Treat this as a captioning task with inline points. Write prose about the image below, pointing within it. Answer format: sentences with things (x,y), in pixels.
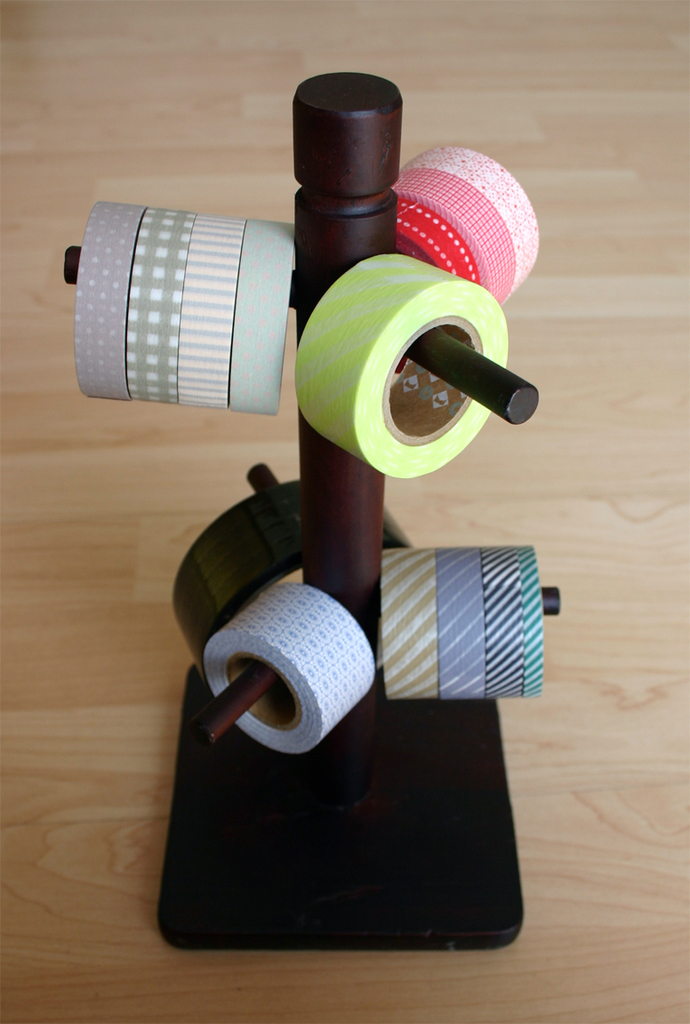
In this image we can see there is a wooden stand (349,559) holding some colorful tapes (270,698).
